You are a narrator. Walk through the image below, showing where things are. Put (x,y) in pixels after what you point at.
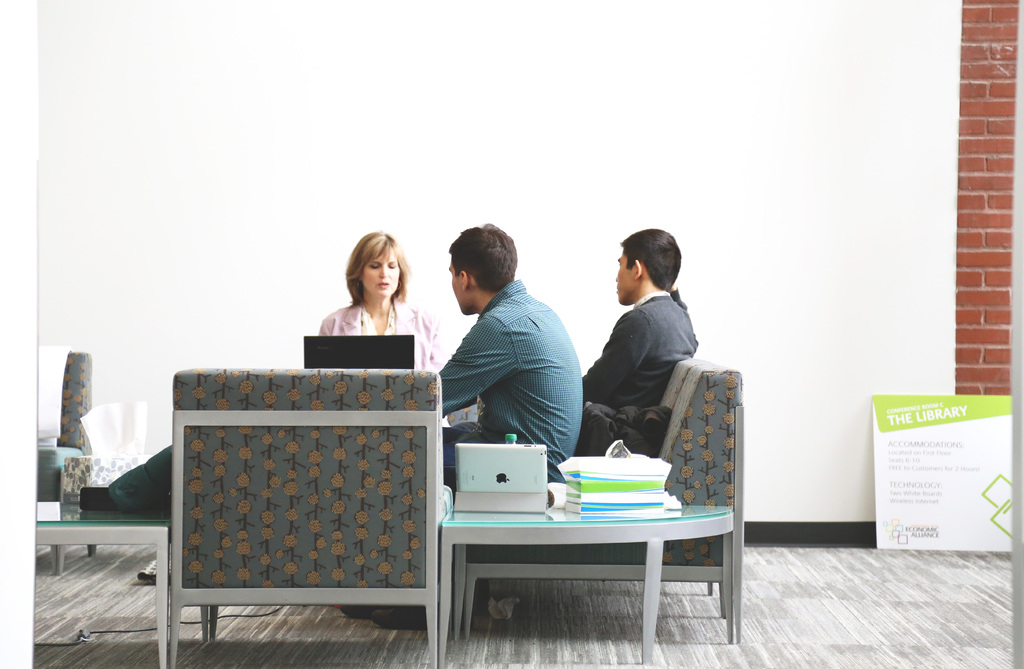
In the middle of the image (657,235), there are three persons (523,437) sitting on the chair (397,399). Next to that a table (457,527) is there on which books (566,473) and bottle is kept. The background wall (575,124) is white in color. And at the right side (973,160), a brick wall (981,242) is there. Below that a board (899,468) is there. This image is taken inside a room (867,627).
